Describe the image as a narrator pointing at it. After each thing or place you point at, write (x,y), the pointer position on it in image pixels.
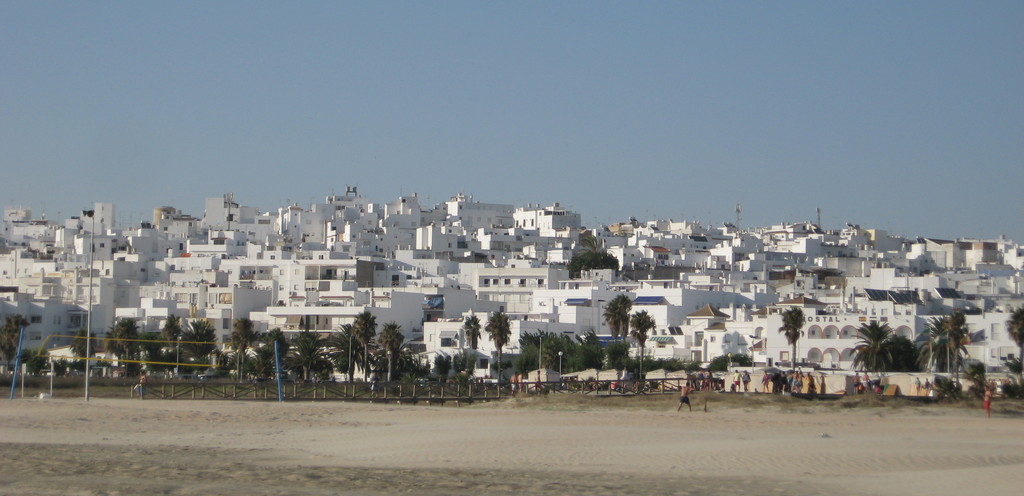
In the foreground of the picture (598,398) there are people (732,383), trees (326,377), fencing (301,395), sand (556,434) and other objects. In the center of the picture (471,257) there are buildings (479,282), trees (1015,326). cell towers (739,220), poles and other objects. At the top (162,120) it is sky (680,128).
